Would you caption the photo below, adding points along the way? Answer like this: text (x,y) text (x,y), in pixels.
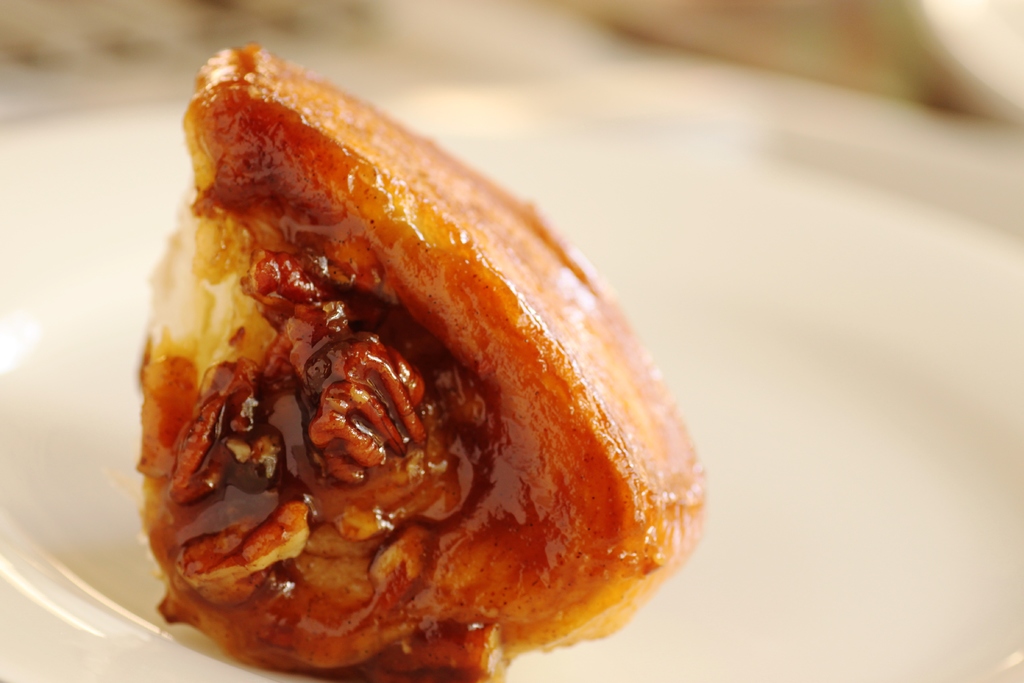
In the center of the image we can see one table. On the table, we can see one plate (828,554). In the plate (817,541), we can see some food item (640,420). In the background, we can see it is blurred.
